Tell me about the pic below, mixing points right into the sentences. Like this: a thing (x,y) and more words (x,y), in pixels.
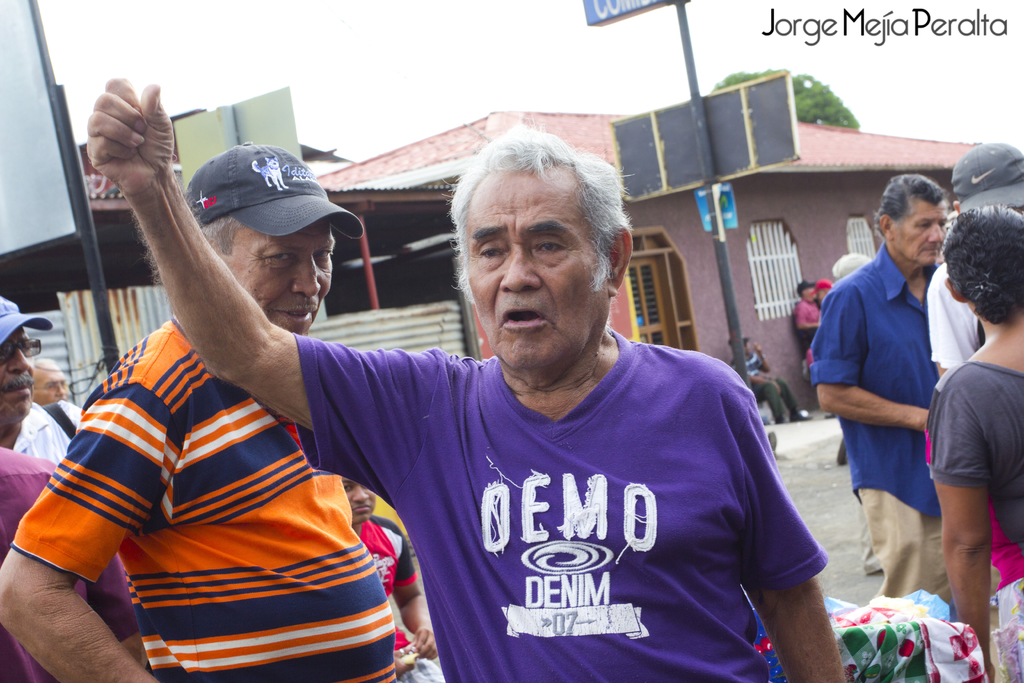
In this image I can see few persons (540,522) standing, few clothes (889,645), few poles (366,209), few boards (782,87), few buildings (651,235) and a tree (846,111) which is green in color. In the background (506,77) I can see the sky (499,54).
